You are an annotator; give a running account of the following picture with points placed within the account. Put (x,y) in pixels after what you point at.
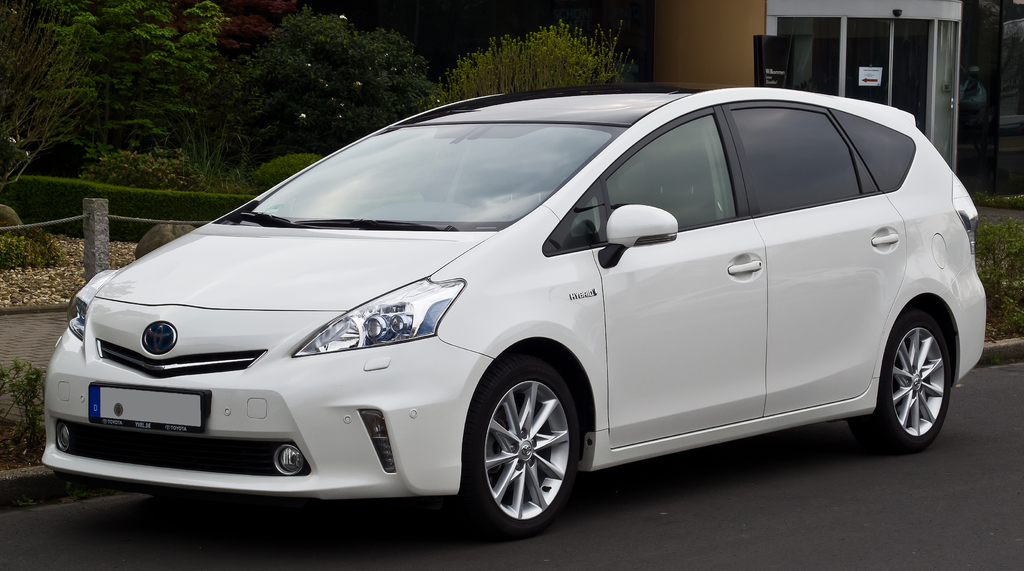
In this image there is a vehicle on the road (962,526), there are plants (17,383) truncated towards the left of the image (34,195), there are plants (989,244) truncated towards the right of the image (1010,281), there is an object (1011,93) truncated towards the right of the image (1009,65), there are trees (326,41) truncated towards the top of the image (344,34), there is a stone (100,211), there is a rope (27,224) truncated towards the left of the image (183,224), there is a rock (10,211) truncated towards the left of the image (6,225), there is a building (706,28) truncated towards the top of the image (833,26), there are objects (781,38) on the building (839,57).
